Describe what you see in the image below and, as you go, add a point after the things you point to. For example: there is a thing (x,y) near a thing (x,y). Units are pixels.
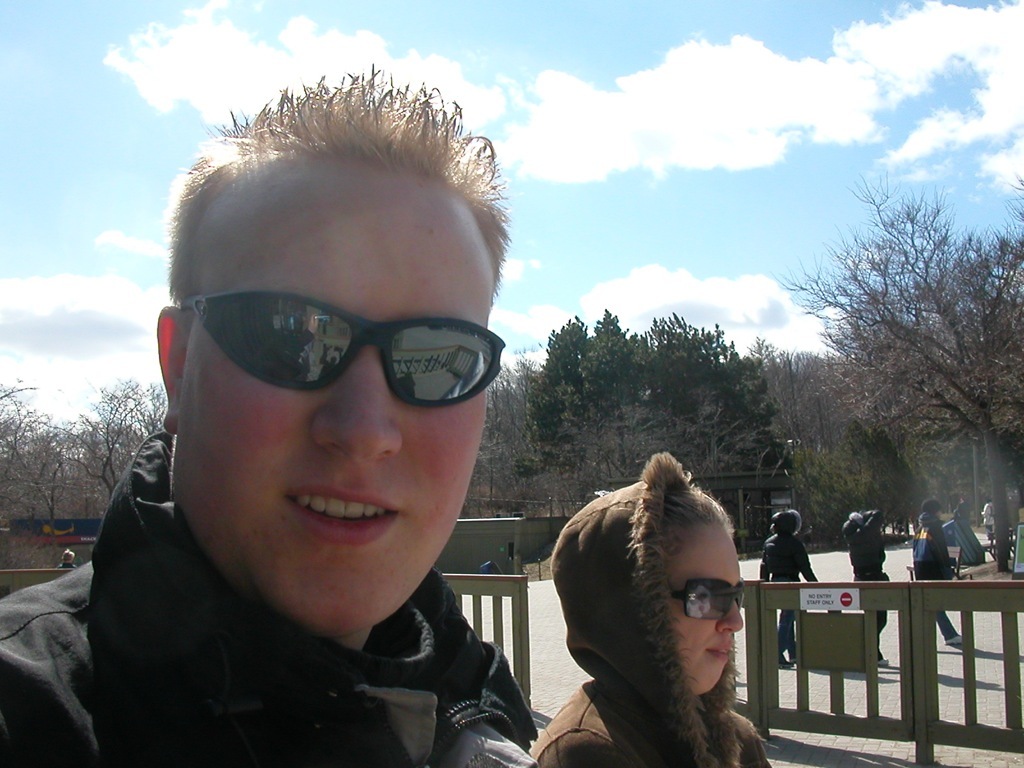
In the foreground of this image (263,523), there is a man (329,687) and beside him, there is a woman (597,708) wearing hoodie (624,750). In the background (847,657), there is a wooden railing (849,630), few persons (807,580) walking on the road (838,555), trees (770,400), sky (760,242) and the cloud (688,90).
